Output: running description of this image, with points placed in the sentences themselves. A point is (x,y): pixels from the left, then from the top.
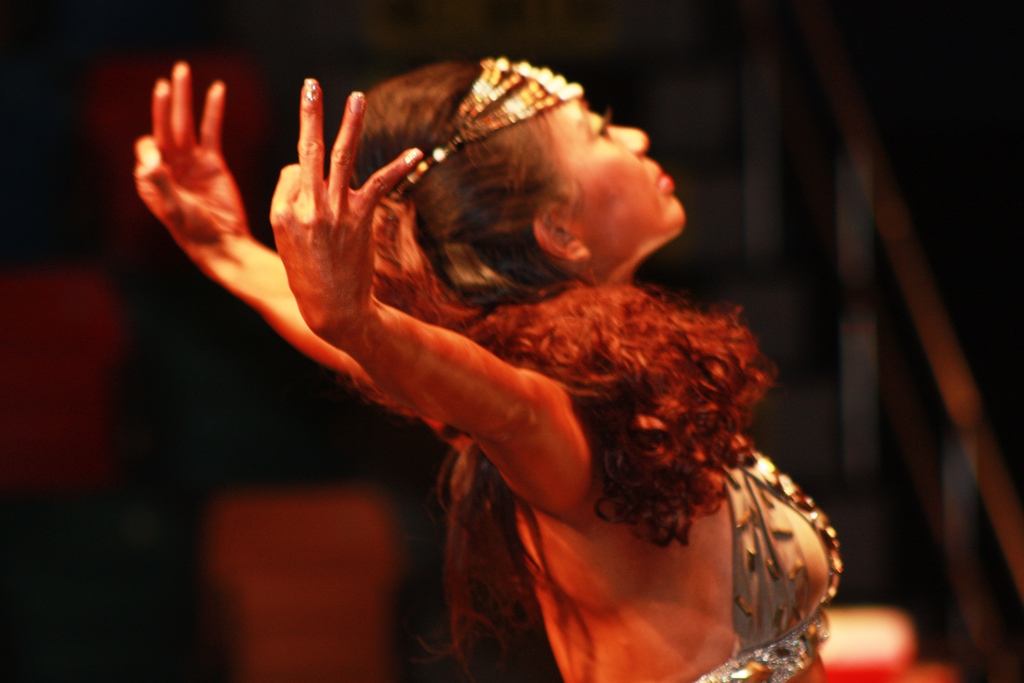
In the image we can see a woman (701,585) wearing clothes (758,611) and it looks like she is dancing and the background (589,66) is blurred.
